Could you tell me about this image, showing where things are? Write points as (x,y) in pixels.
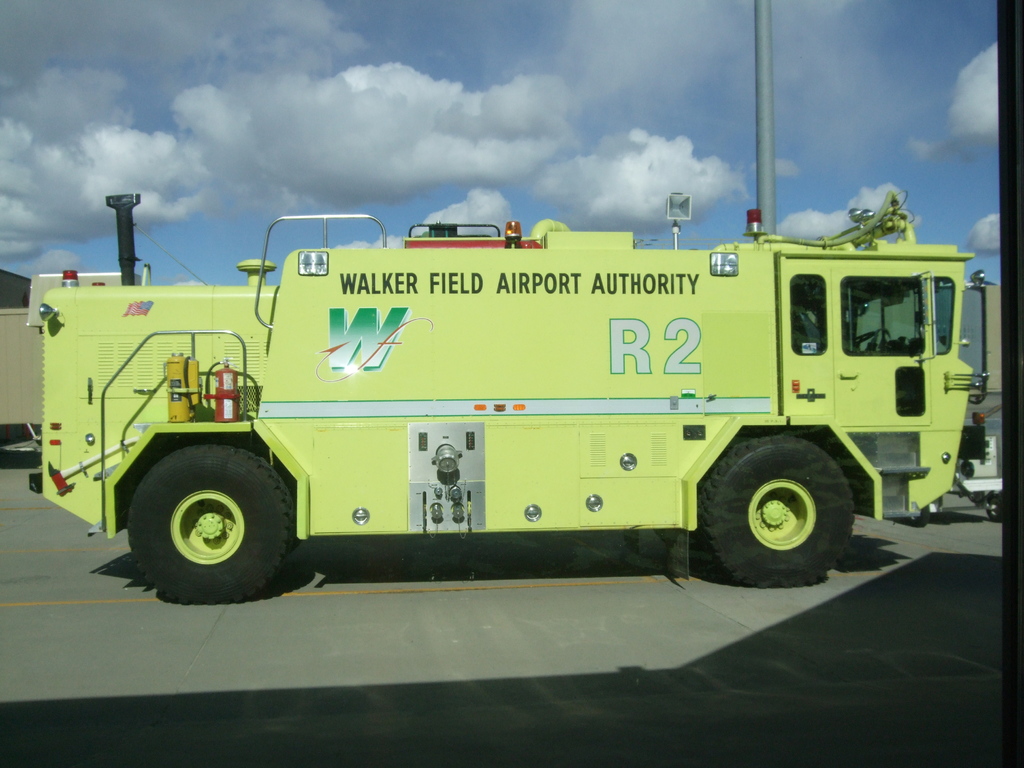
In the picture we can see a vehicle (861,395) of walker field authority of airport and it is yellow in color and behind it, we can see a pole (761,72) and a sky (664,210) with clouds (4,138).
